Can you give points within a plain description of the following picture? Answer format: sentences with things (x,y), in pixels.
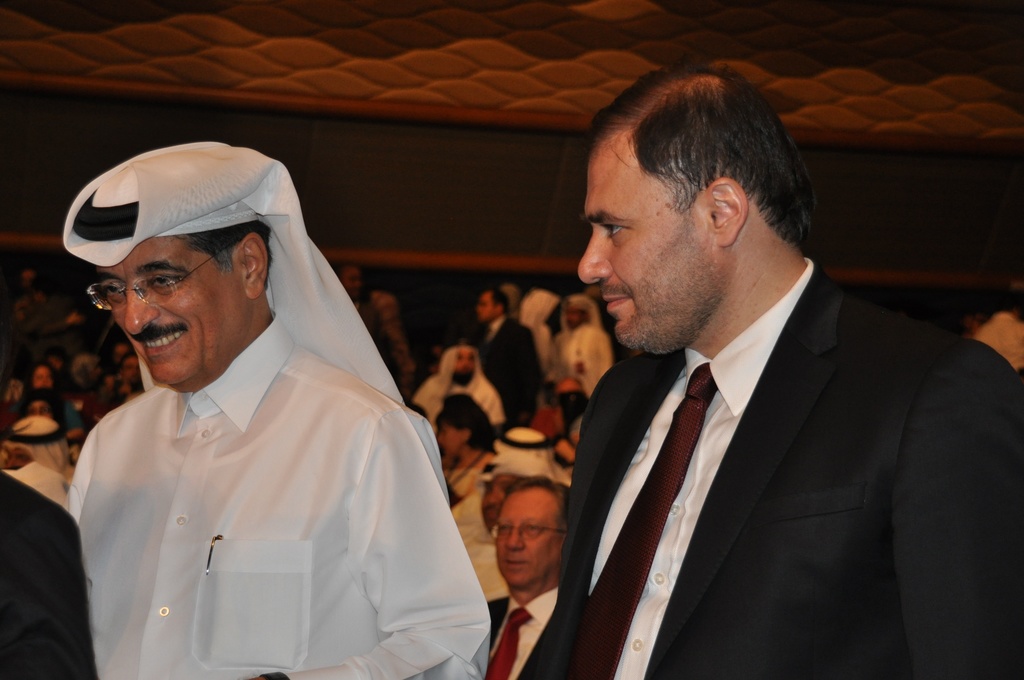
In the image there are two men (407,555) in a foreground (738,612) and behind them there are many other people (508,341), it looks like there is some event being conducted.
